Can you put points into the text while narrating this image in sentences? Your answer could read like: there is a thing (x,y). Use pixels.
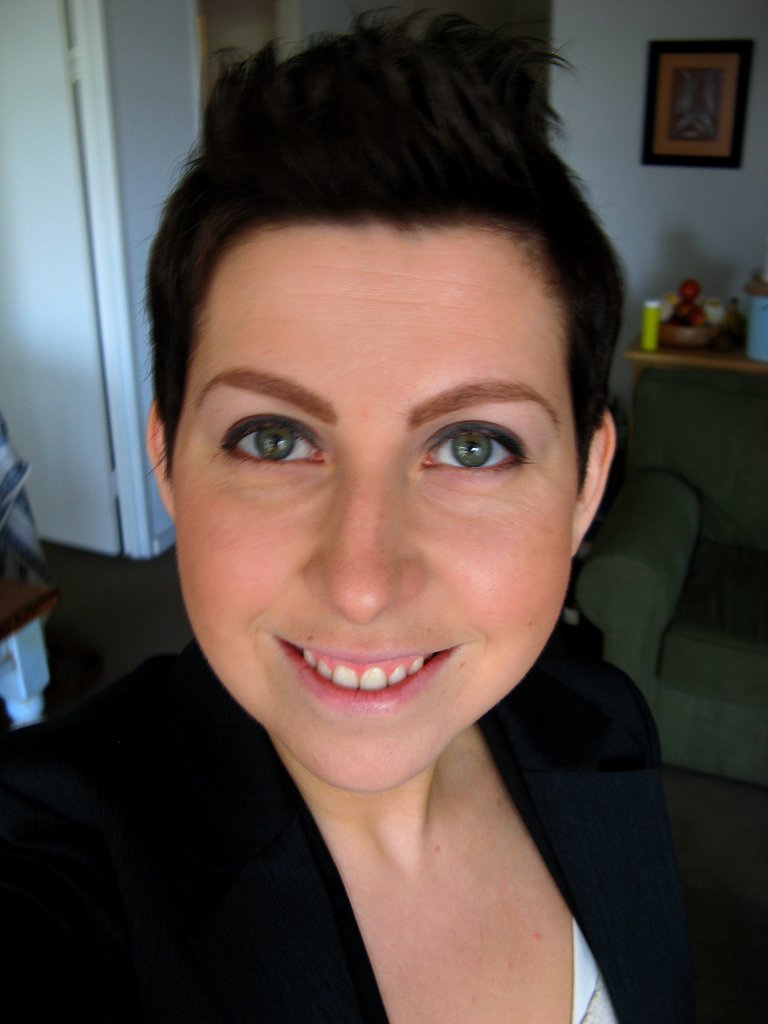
In this picture we can see a woman (550,764) here, in the background (596,88) there is a wall (595,98), we can see a photo frame (707,143) on the wall (721,278), there is a table (708,361) on the right side (708,361), we can see some fruits (696,306) on the table (711,351).
